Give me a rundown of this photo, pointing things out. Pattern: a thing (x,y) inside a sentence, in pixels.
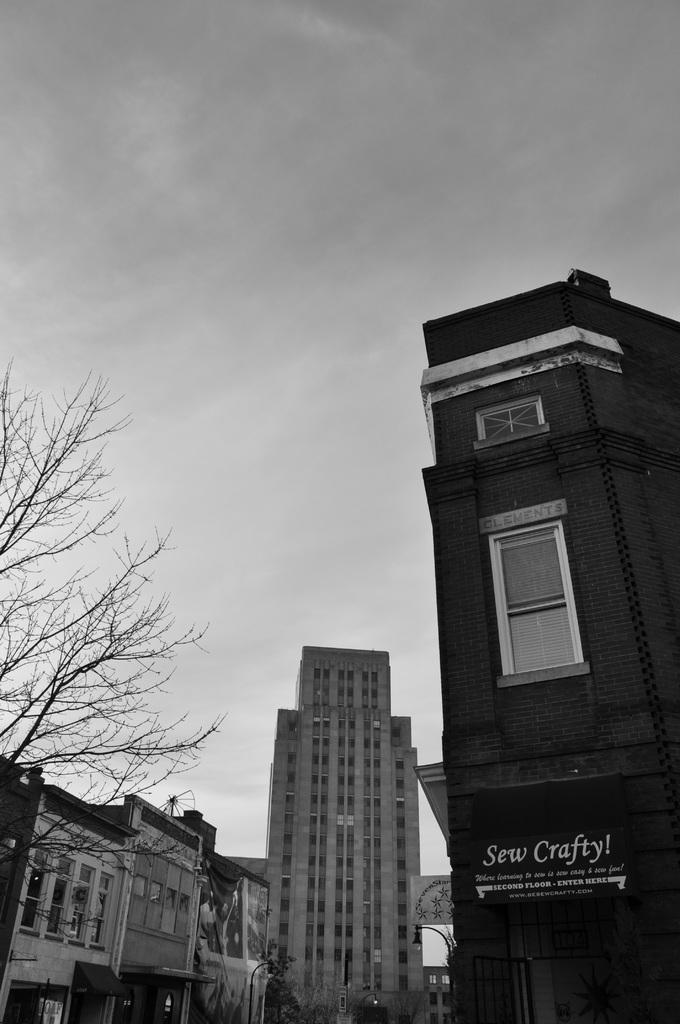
In this image there are buildings (597,588), trees (33,569) and the sky (268,297).
